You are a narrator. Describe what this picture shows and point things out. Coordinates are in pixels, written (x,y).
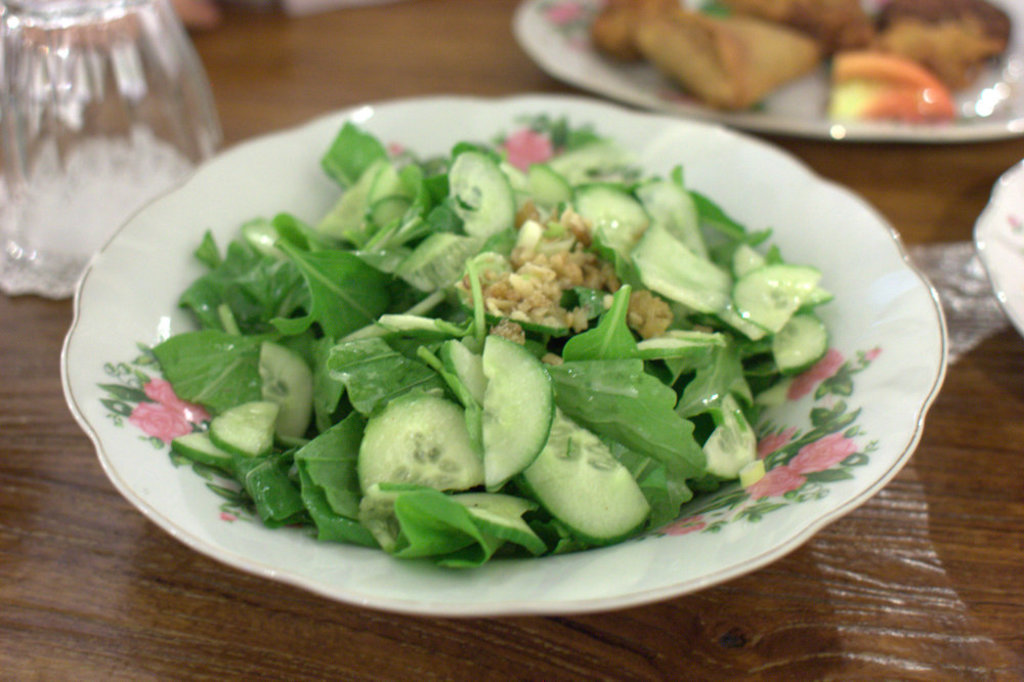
In the picture there are some vegetables (424,273) served in a plate (131,376) and the plate (136,256) is kept on a table (26,442) beside the plate (173,202) there is a glass (134,185) inverted on the table (220,86).
